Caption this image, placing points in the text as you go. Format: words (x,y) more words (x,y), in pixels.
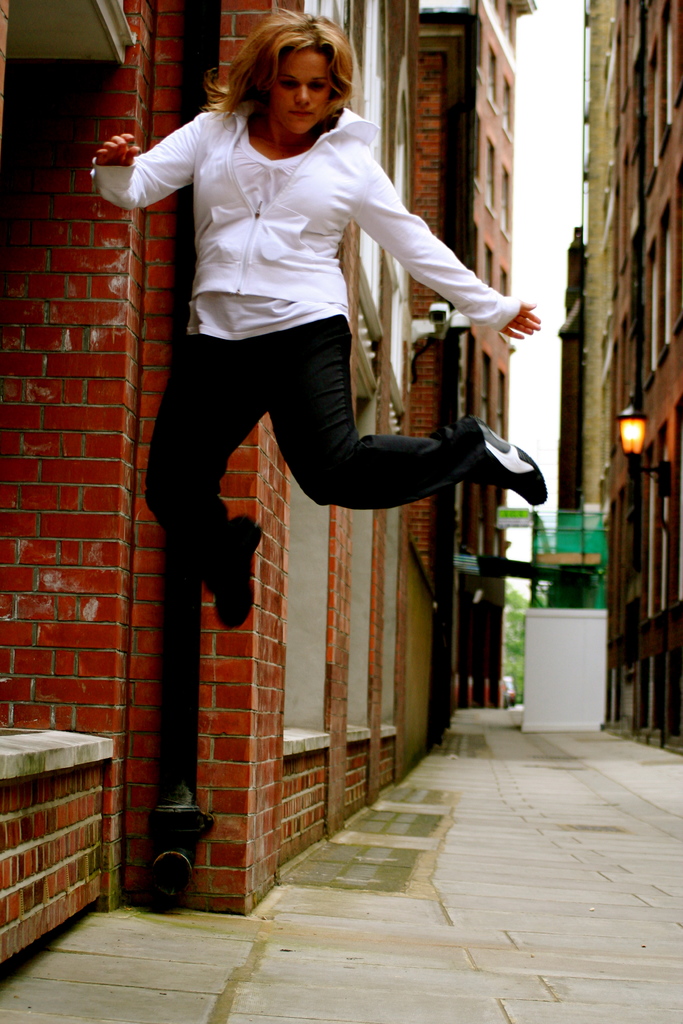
In this image, we can see a woman (214,317) in the air. At the bottom (554,771), we can see the walkway (528,829). Background (661,698) we can see buildings (353,663), brick walls (115,753), street light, tree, few objects (530,659) and sky (535,226).
